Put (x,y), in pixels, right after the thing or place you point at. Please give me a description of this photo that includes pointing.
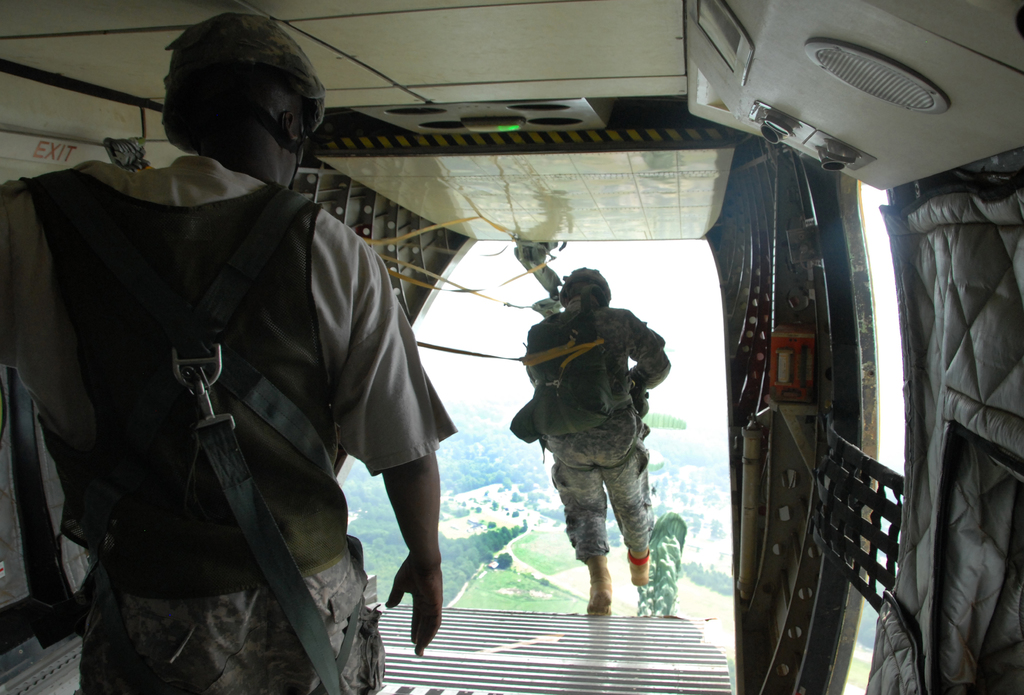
In this picture we can see two persons (273,433), it is an inside view of an aircraft (382,181), in the background (511,509) we can see some trees (497,503) and grass (614,530), these two persons (239,115) wore helmets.
